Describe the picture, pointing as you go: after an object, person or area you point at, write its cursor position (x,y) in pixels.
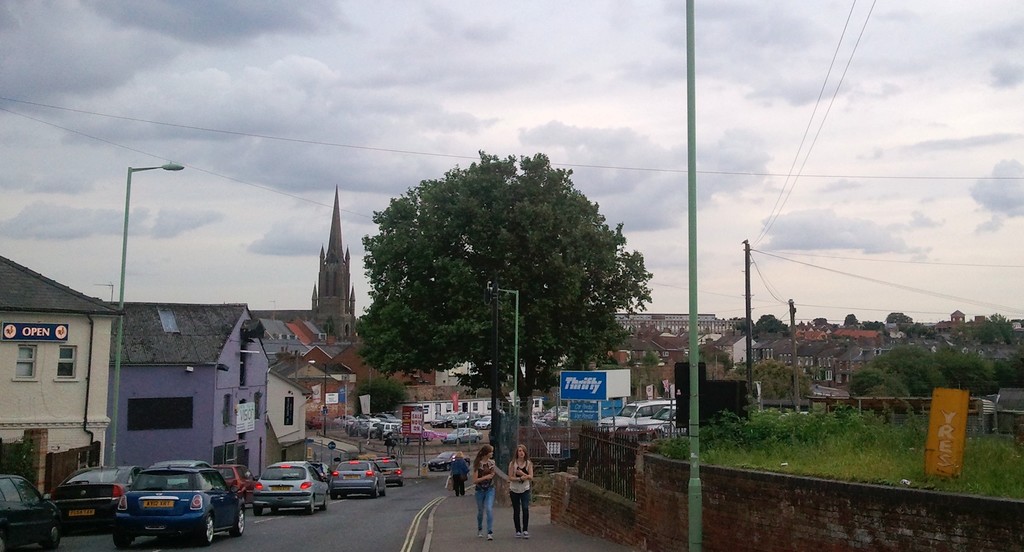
There are vehicles (279,481), poles (696,490), people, grassland (775,434) and posters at the bottom side of the image (723,452) and there are houses (774,340), trees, wires (782,300) and sky (639,186) in the background area (600,261).
